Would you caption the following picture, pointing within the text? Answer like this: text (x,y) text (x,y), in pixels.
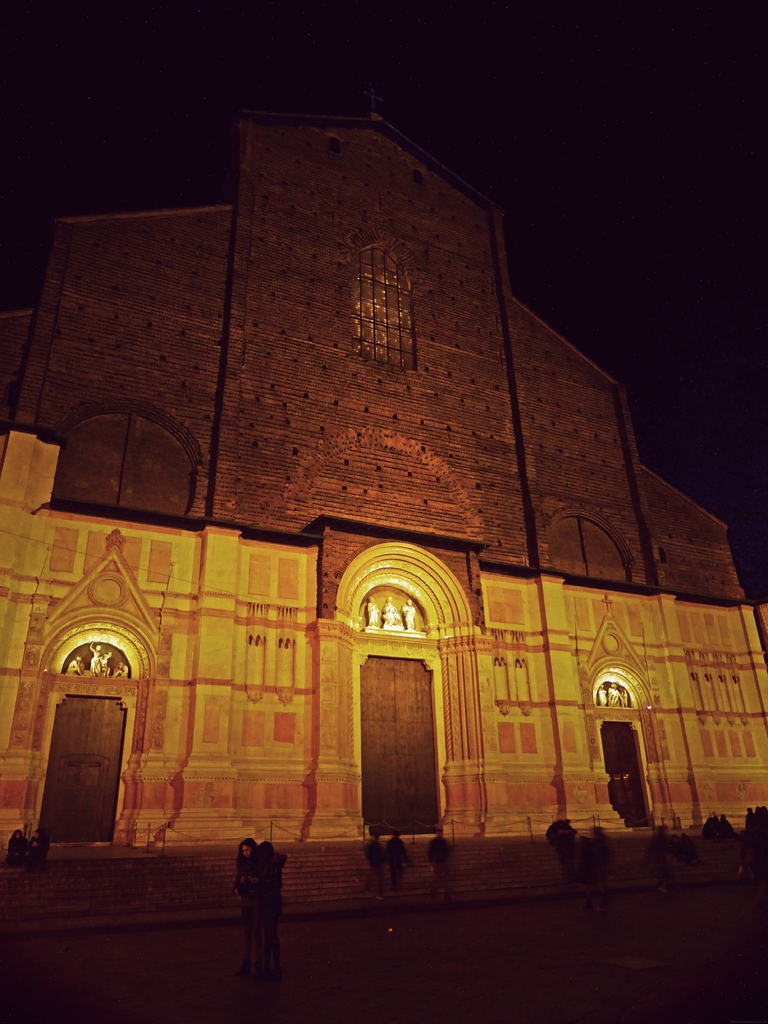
This image is taken during night time. In the background (451,517) there is a monument (437,593). There are also few people (752,863). Stairs (137,905) are also visible.
